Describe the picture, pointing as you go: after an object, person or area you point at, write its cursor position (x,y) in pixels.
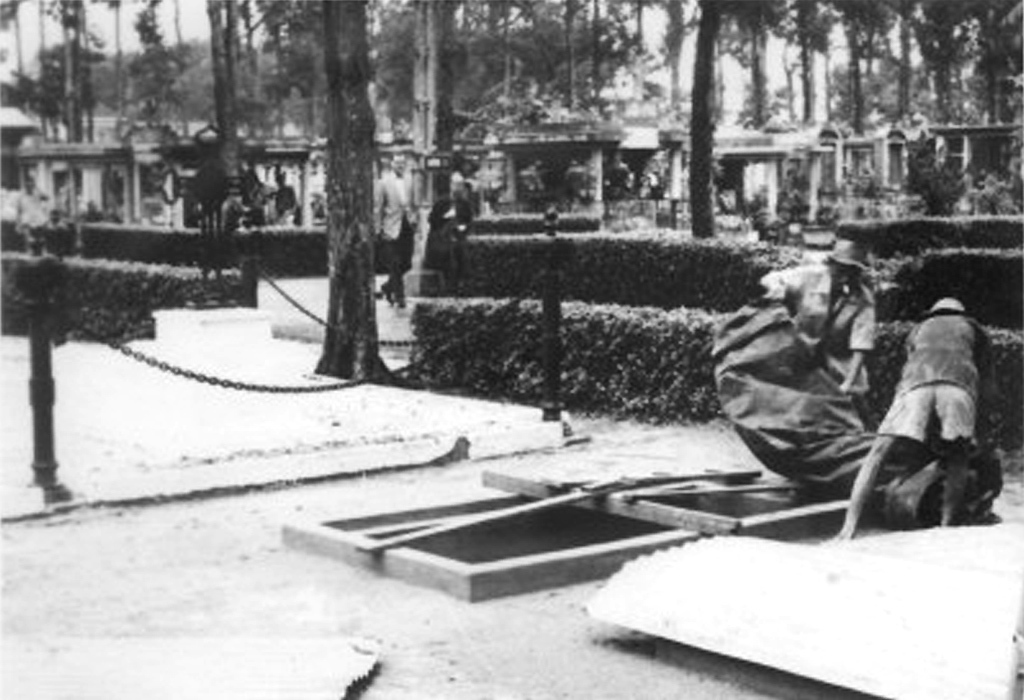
In this image I can see few people (855,285) are standing. I can also see few poles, number of trees (473,81), chains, bushes (207,296) and I can see this image is black and white in colour.
